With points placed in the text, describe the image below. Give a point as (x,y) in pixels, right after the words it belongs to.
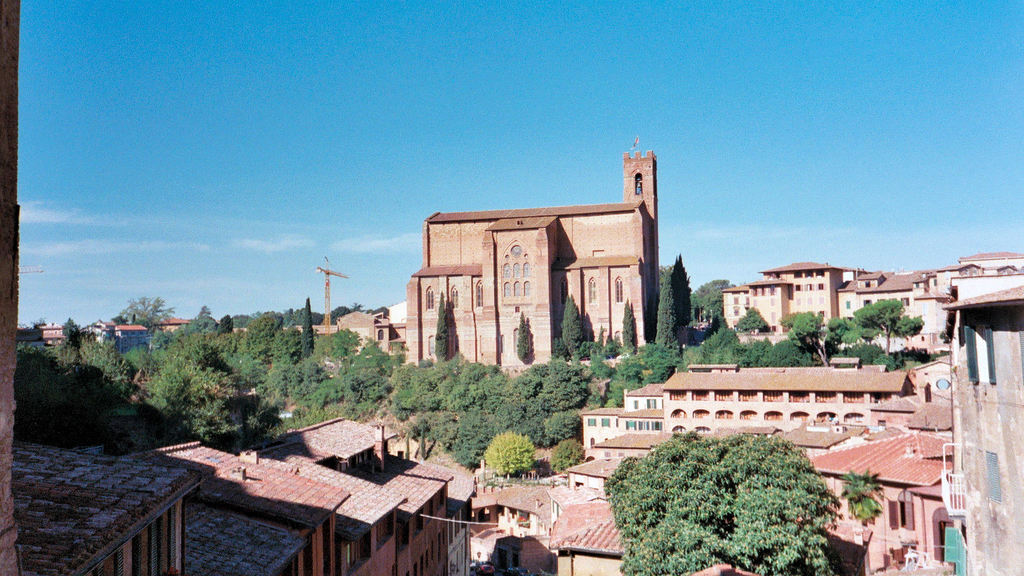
In this image I can see many buildings (322,506) which are in brown color and there are many trees (356,416) in-between the buildings (325,459). In the background (271,284) I can see the pole (343,274), clouds (168,243) and the blue sky (432,105).
